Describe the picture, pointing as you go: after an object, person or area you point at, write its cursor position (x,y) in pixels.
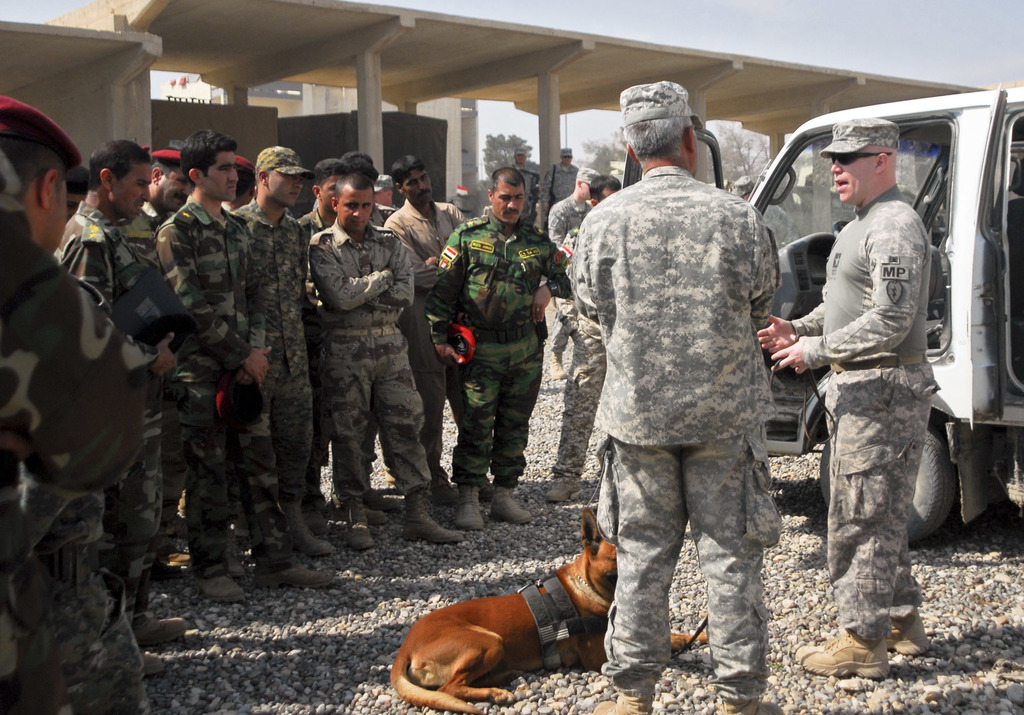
On the left side (163,399), there are persons (435,231) in uniforms (172,216), standing on the ground (250,662), on which there are stones (349,612). On the right side (739,675), there is a brown color dog (490,670) lying on the ground (519,685), beside this dog (579,603), there are two persons (633,192) in uniforms (635,269), one of them is speaking and there is a vehicle (986,367) which is having one door (990,418) opened. In the background (701,104), there are other persons (561,163), a bridge (780,116), trees (507,152), buildings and there is sky (589,120).
